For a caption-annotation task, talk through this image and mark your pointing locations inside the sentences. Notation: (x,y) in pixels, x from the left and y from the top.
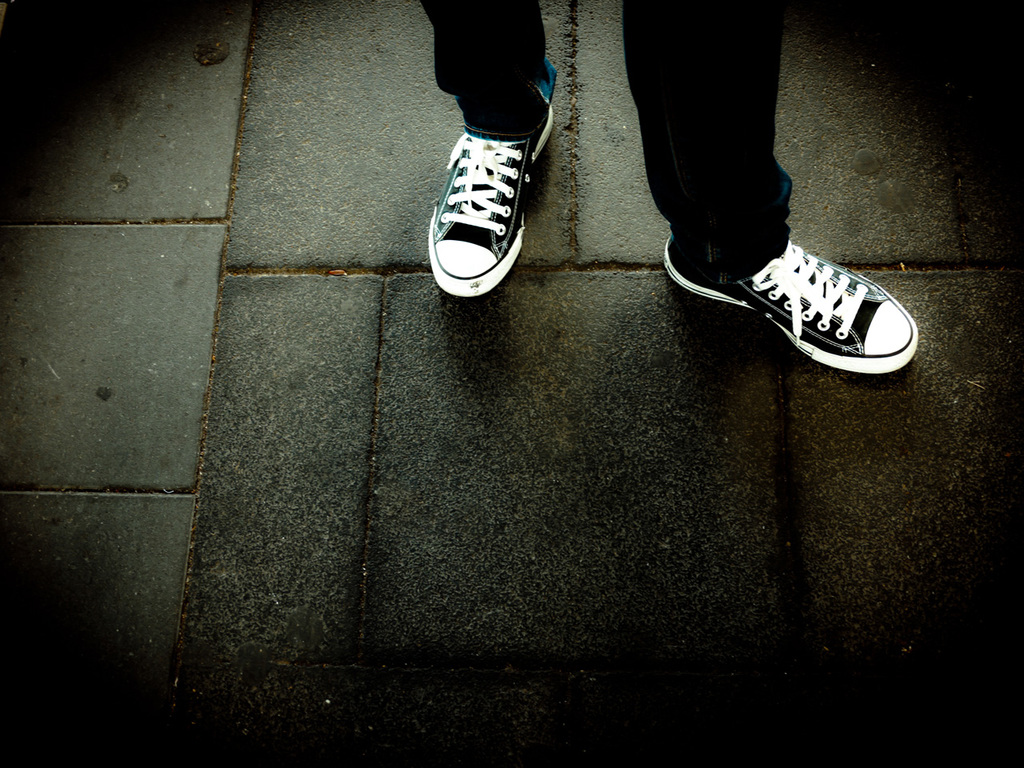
In this image, we can see legs (651,162) with clothing (734,138) and footwear (774,263) on the floor (441,523).
